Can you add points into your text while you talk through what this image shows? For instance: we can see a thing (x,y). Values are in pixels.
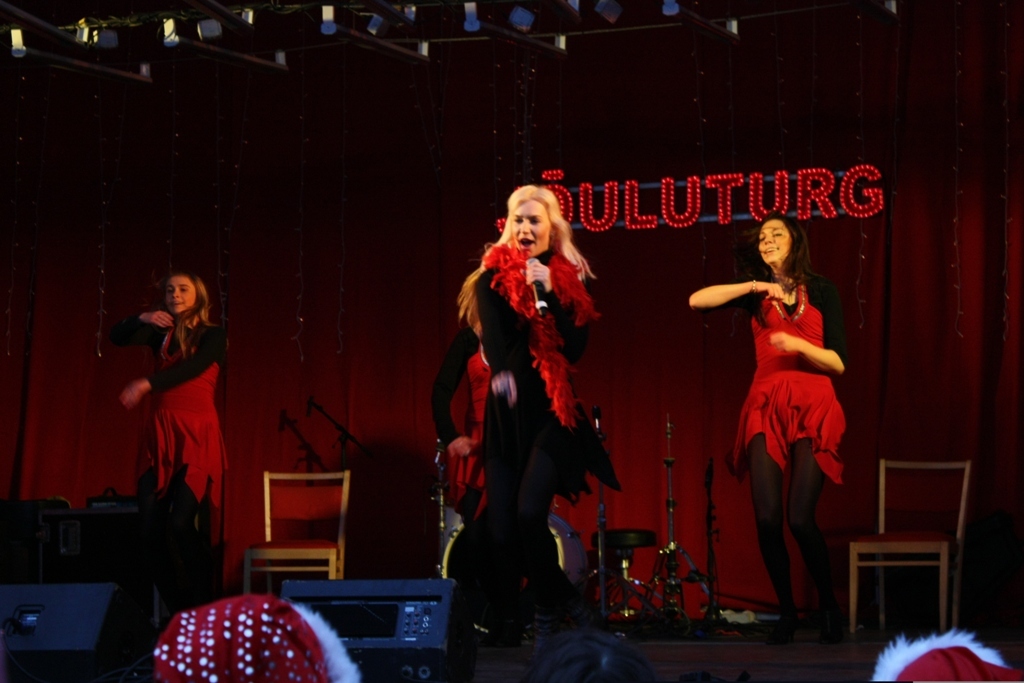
This is an image clicked in the dark. In the middle of the image (504,376) there is a woman (508,339) standing on the stage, holding a mike (540,298) in the hand (535,282) and singing. At the back of her three women (180,399) are dancing. In the background (465,544) there are two chairs (891,565) and few musical instruments (565,556) and also I can see a curtain (364,302). In the background (609,195) there is board (671,194) on which I can see some text (728,199). At the bottom of the image (245,658) there are few people (283,674) facing towards the stage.
